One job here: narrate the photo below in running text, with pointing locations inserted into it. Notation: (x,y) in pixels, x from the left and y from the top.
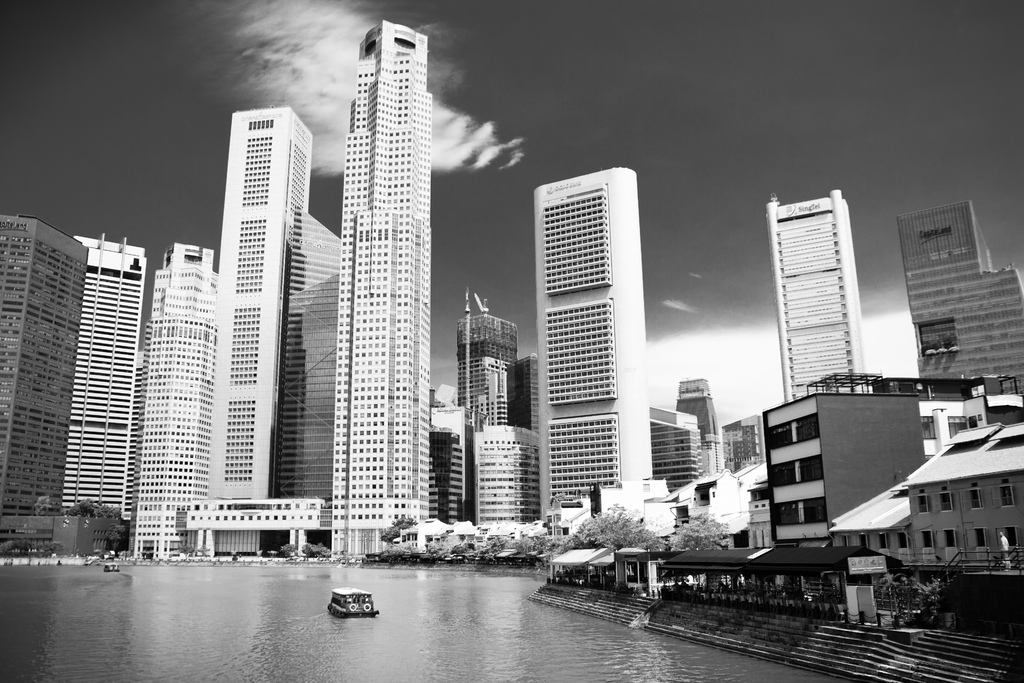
This is a black and white image I can see multistory buildings (368,298) in the center of the image (640,354) and at the bottom of the image (203,566) I can see a lake (375,581) with boats (370,596) and at the top of the image (732,70) I can see the sky (679,76).
